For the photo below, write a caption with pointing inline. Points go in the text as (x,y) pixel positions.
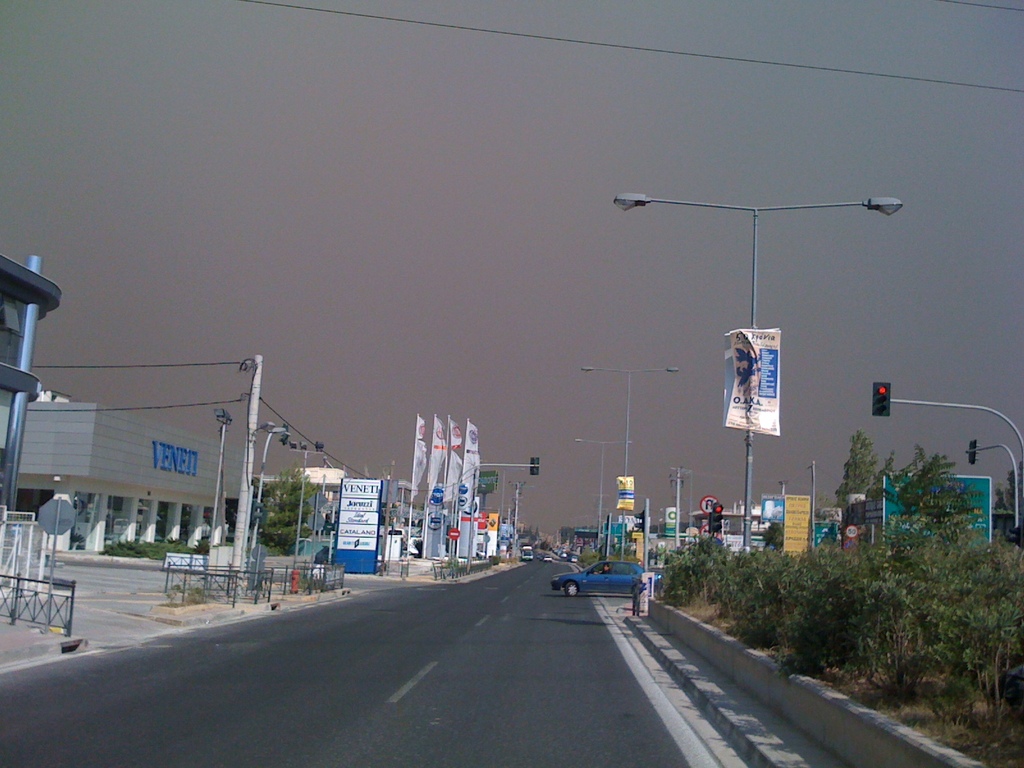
This picture is clicked outside the city. At the bottom of the picture (237,687), we see the road (231,687). On the right side (897,574), we see trees (982,608), street lights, traffic signals (1009,455) and we even see a car (560,575) in blue color is moving on the road (557,674). On either side of the picture, we see boards (788,516) with some text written on it. We even see banners (470,470) with text (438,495) written on it. On the left side (75,448), we see a building (71,453), shrubs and railing (207,580). There are buildings (481,537), trees (775,555), poles (517,507) and vehicles (522,557) moving on the road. At the top of the picture (476,194), we see the sky (648,293).
